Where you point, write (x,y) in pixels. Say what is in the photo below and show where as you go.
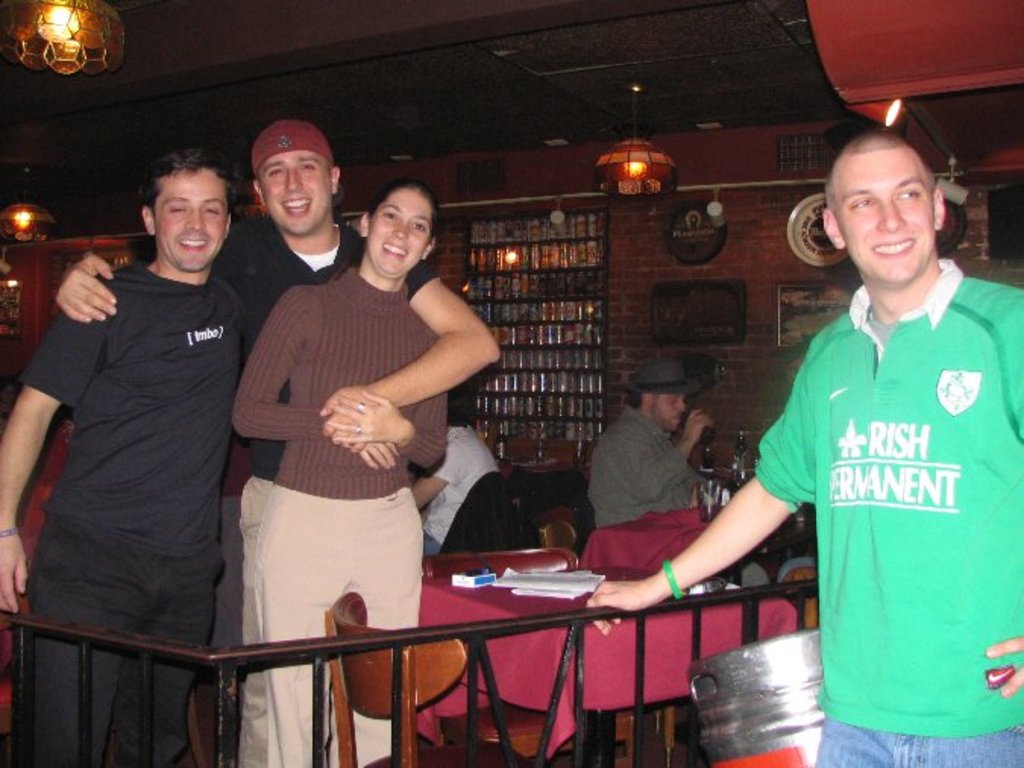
We can see frames (718,292) over a wall (767,303). We can see bottles (529,228) arranged in a rack (534,371). These are lights (104,22). We can see four persons (810,461) standing and they are carrying smile on their faces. Few persons (619,460) sitting on chairs (526,483) in front of a table (666,517) and on the table (662,534) we can see bottles (740,443), box (467,583), papers (556,593).
